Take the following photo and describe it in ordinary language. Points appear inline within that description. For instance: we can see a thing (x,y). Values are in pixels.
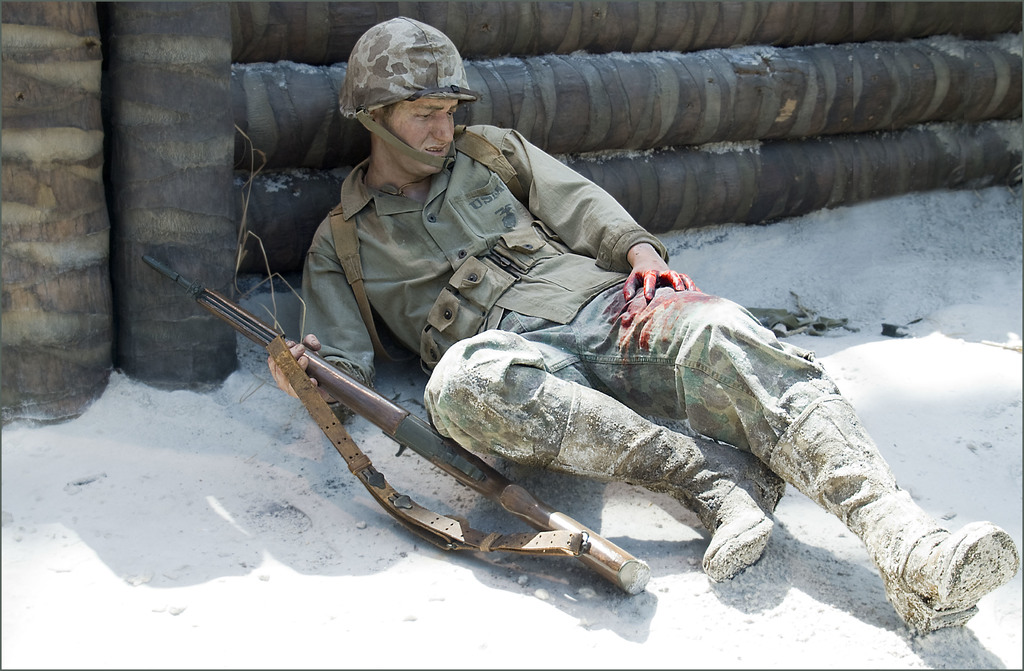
In this image we can see a person (453,251) wearing military uniform (464,218) and a helmet (381,83) is holding a gun (530,540) in his hand (305,360) is lying on the ground (819,508). In the background (685,184), we can see wood logs (160,64).
